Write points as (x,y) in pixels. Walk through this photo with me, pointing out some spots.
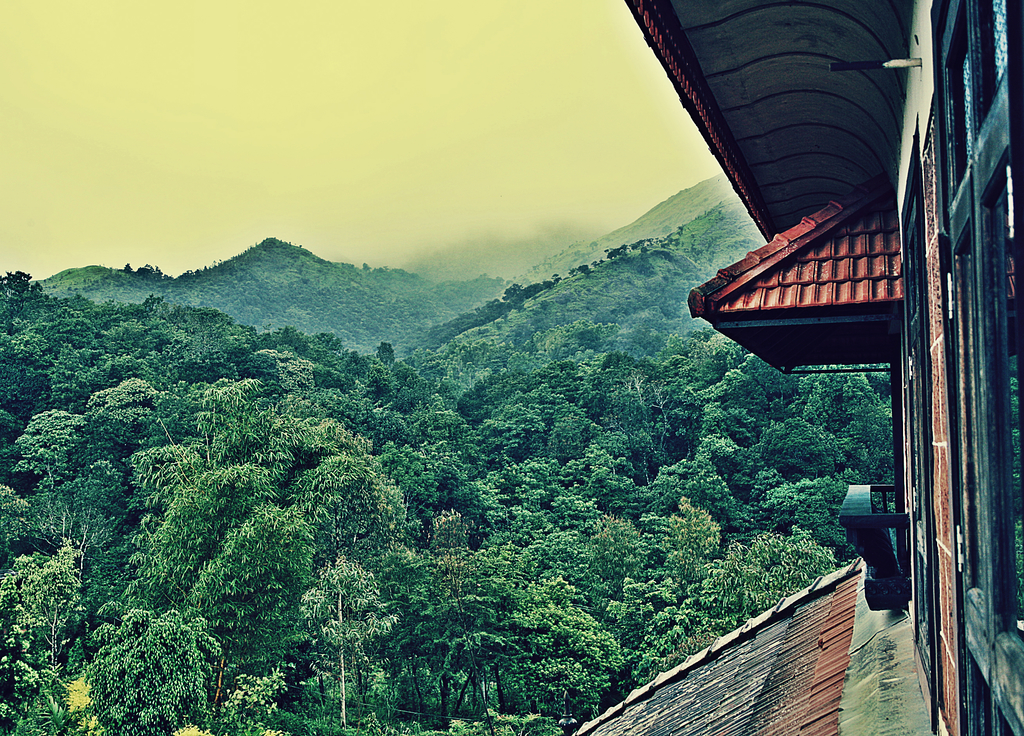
This image is taken outdoors. At the top of the image (371,162) there is the sky (282,84). On the right side of the image (860,528) there is a building (916,604) with walls (962,608), windows (989,577), roofs (835,253) and a door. In the background (303,297) there are a few hills (591,255). In the middle of the image (377,481) there are many trees (235,465) and plants (26,697) on the ground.
